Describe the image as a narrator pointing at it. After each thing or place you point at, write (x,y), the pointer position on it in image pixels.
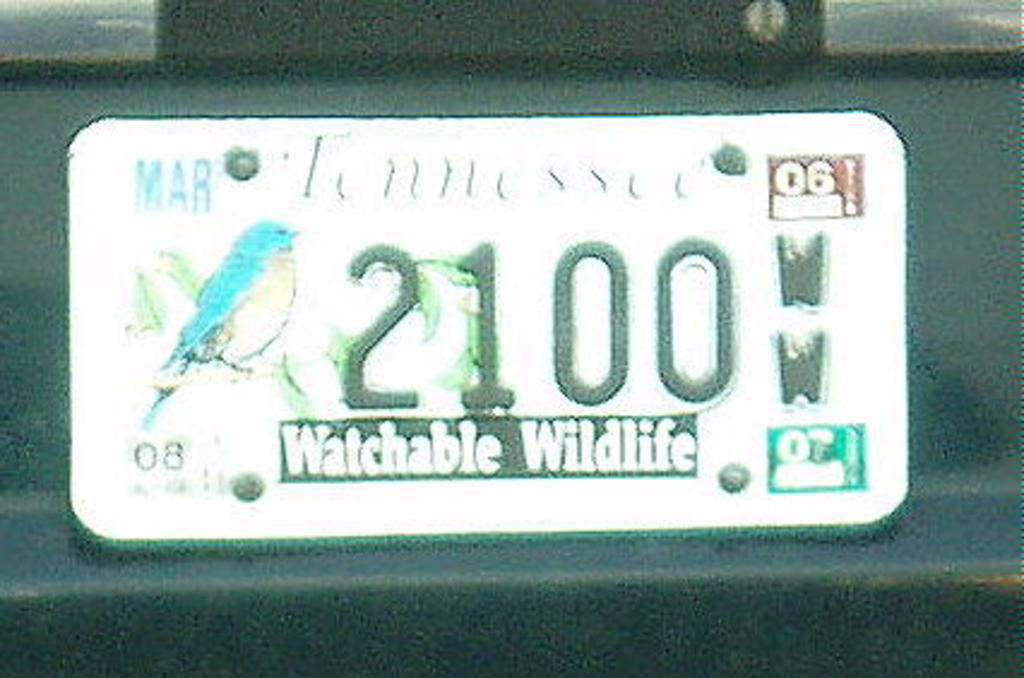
In the picture there is a board (76,412) present with some text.
